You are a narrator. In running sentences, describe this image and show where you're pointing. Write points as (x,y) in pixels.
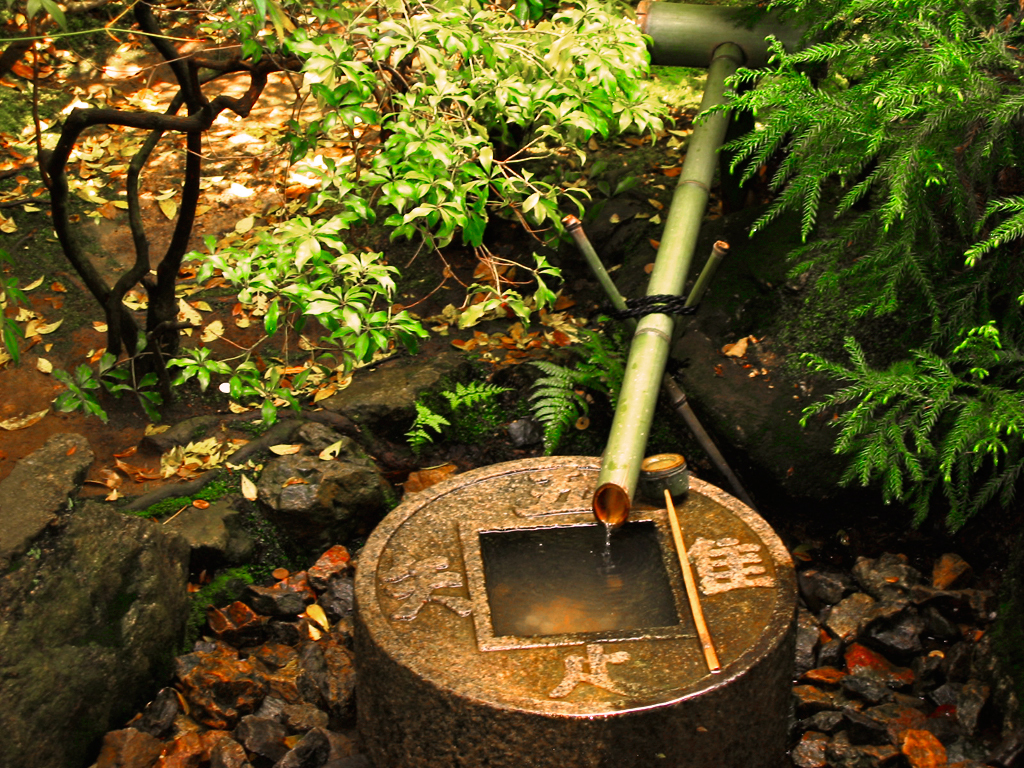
In the image I can see the ground (45,108), few leaves (19,143) on the ground (82,170), few trees (390,12) which are green and black in color, few bamboo sticks (714,11) and few rocks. I can see a huge carved rock (383,653) and water (572,565) in it.
